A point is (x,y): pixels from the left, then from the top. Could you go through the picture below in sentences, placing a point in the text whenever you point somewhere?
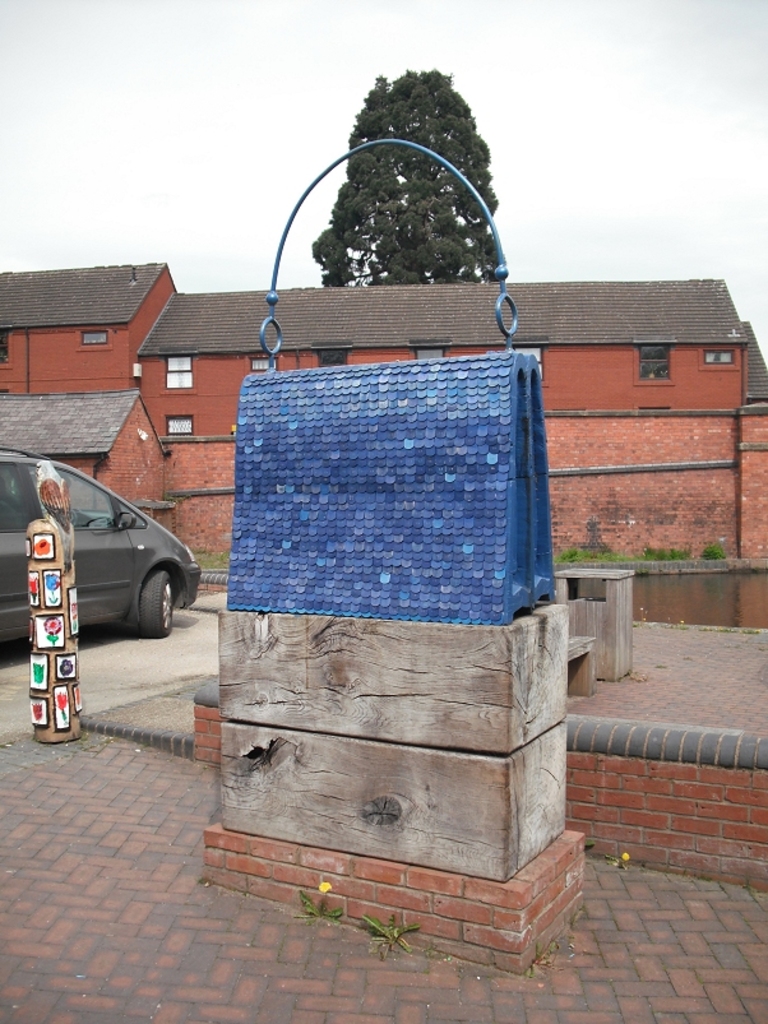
In this picture there is an object (382,471) which is in blue color is placed on a wooden object (498,719) and there is a car (105,510), building (186,395) and some other objects (44,591) in the left corner (51,559) and there is a tree (406,200) in the background (406,200).
